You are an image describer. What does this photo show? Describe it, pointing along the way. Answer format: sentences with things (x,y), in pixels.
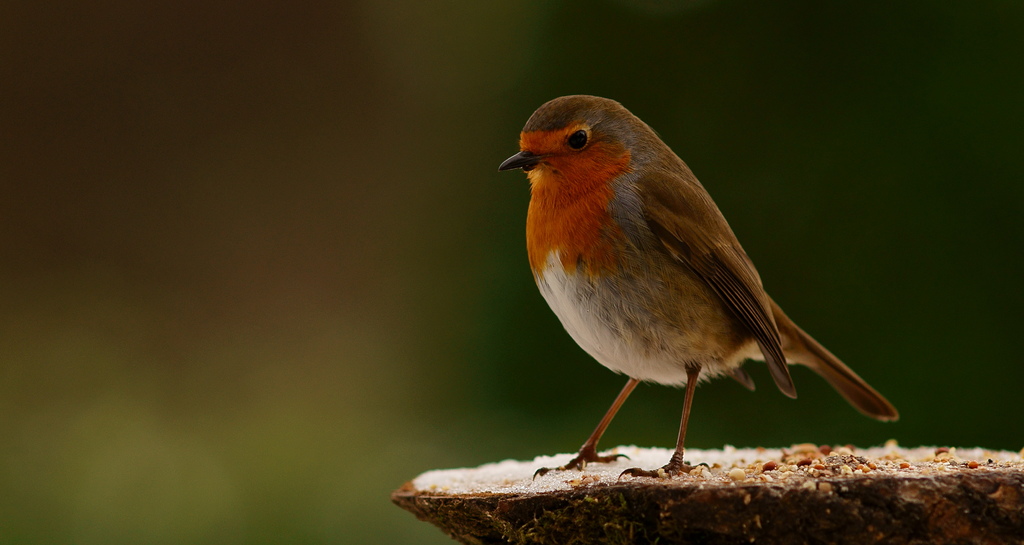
In this picture I can see a bird (605,285) on the wood (1011,503) and I can see some food (874,450) on the wood (735,498) and I can see a blurry background (145,290).
